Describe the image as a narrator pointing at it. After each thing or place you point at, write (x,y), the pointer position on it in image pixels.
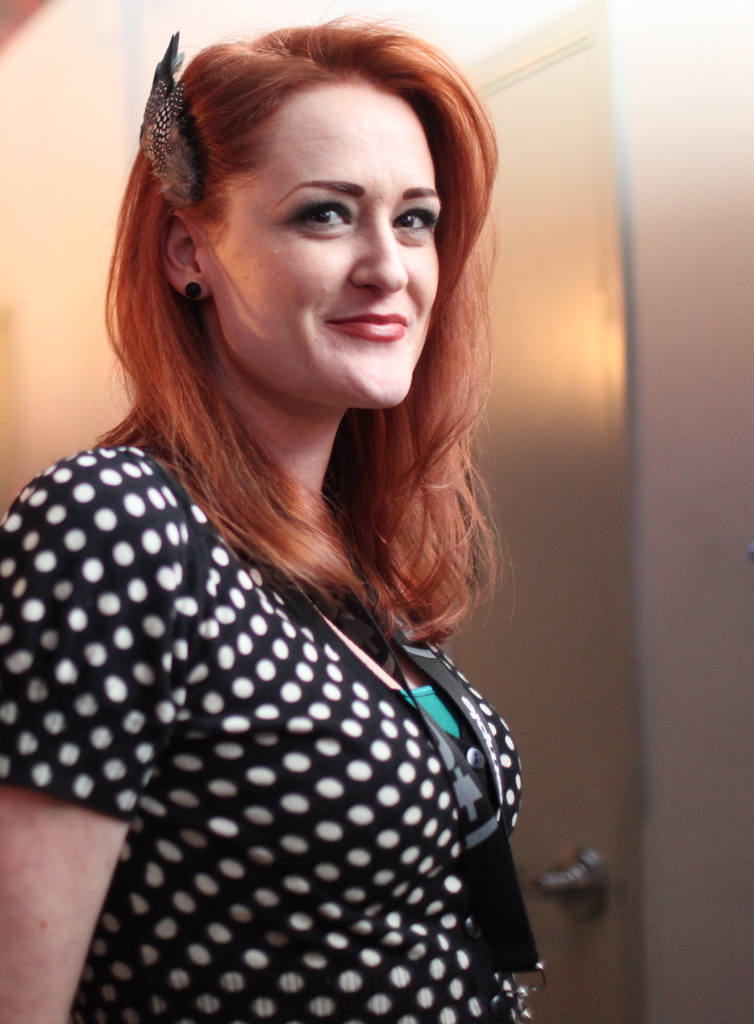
In this picture there is a woman (356,905) wearing black and white color dress (356,933) is standing and there is a door (580,468) in the background (566,451).
